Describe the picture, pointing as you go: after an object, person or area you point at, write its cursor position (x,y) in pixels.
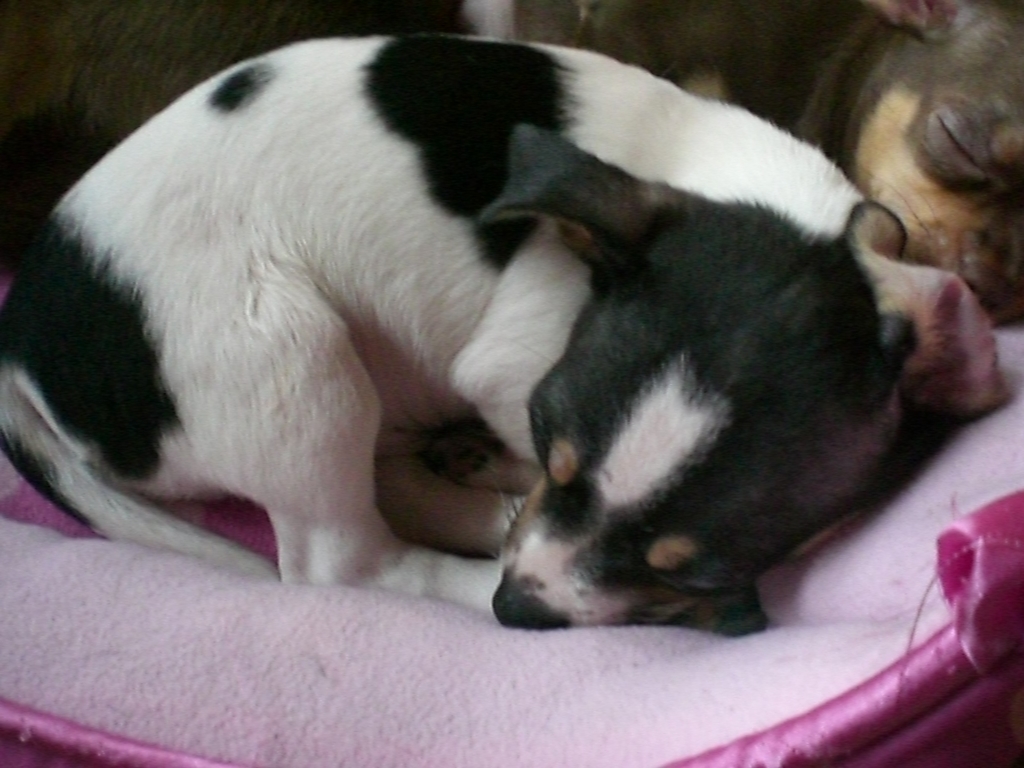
In this image I can see two dogs (865,188) are sleeping on a bed sheet (599,697). One dog (557,458) is in black and white colors and another one (568,7) is in brown color.
